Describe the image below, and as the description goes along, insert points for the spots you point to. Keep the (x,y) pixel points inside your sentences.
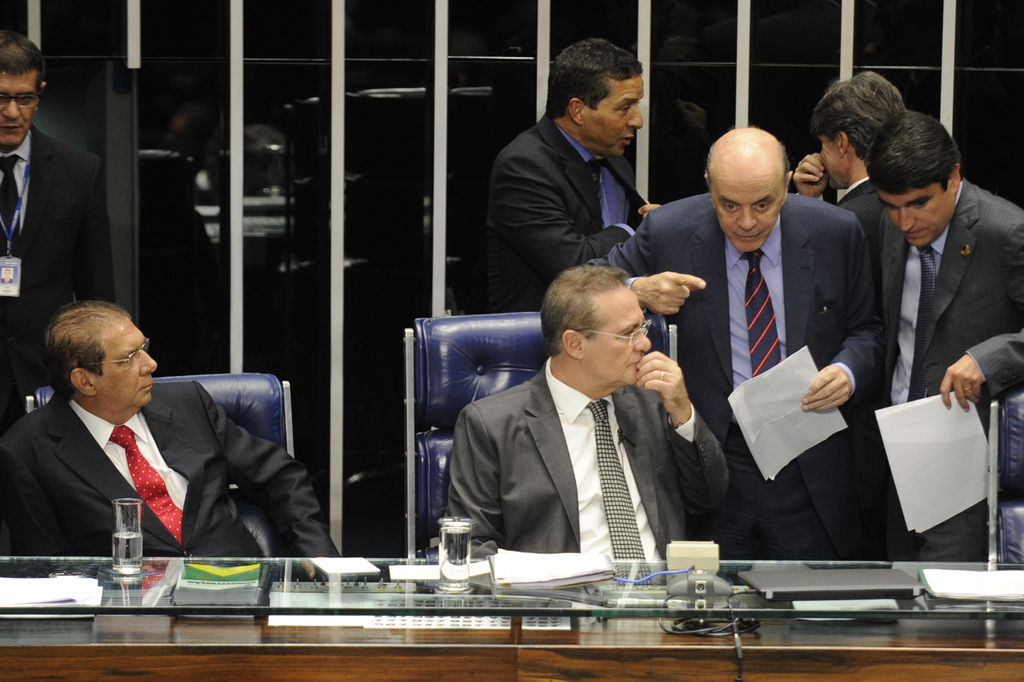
This image is clicked in a room (536,547). There is a table (959,652) and chairs (32,405). On the chair (227,401) there are people (550,531) sitting and there are some people (747,266) who are standing also. On the table (844,634) there are books (431,566), glasses (453,563), files (848,602) placed on it.
